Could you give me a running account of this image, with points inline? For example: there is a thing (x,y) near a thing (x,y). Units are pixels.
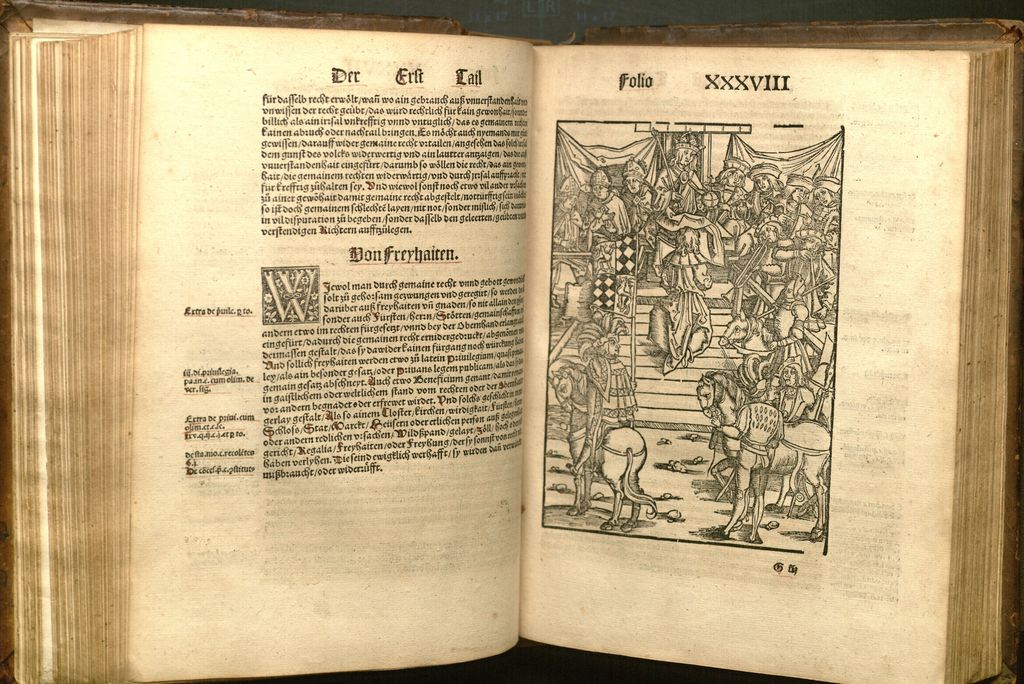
In this picture there is a book (693,186) and there is text (514,310) and there are pictures (760,464) of group of people (789,344) and horses (639,445).
